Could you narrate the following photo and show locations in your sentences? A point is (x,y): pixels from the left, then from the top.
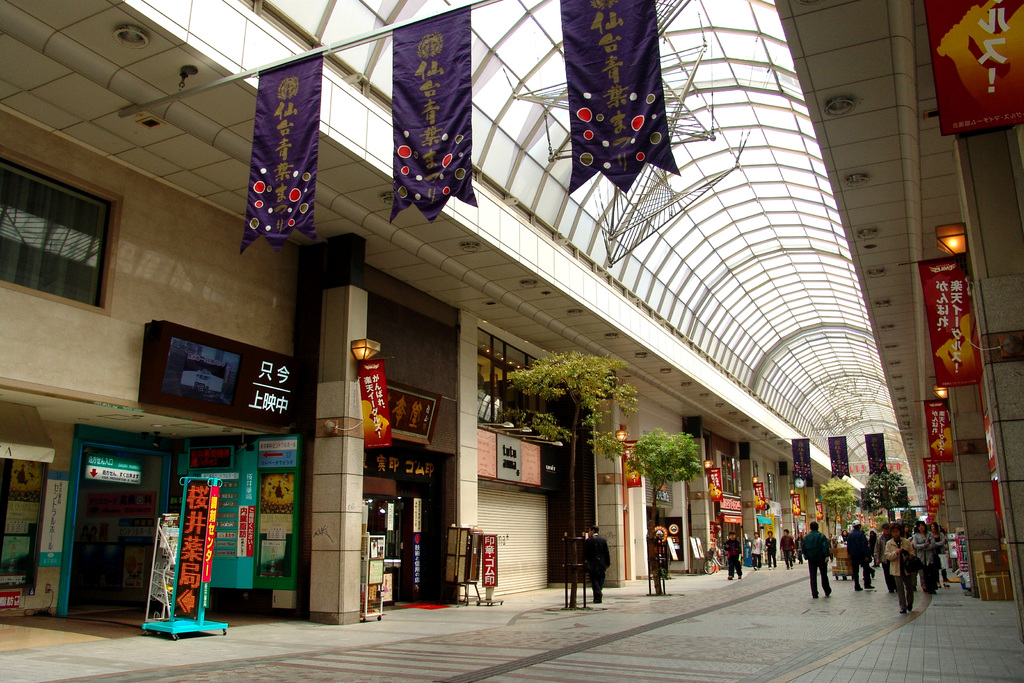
In this image few persons (787,558) are walking on the road (609,664). On pavement (979,609) there are few boxes (997,589), banners (185,512) and trees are on it. There are few shops (640,515) having name boards (399,388) attached to the wall (126,352) of it. There are few lights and banners (941,375) attached to the wall (970,406). Top of image (460,132) there are few flags (443,43) hanged to the rod (368,36) which are attached to the roof (346,79).
